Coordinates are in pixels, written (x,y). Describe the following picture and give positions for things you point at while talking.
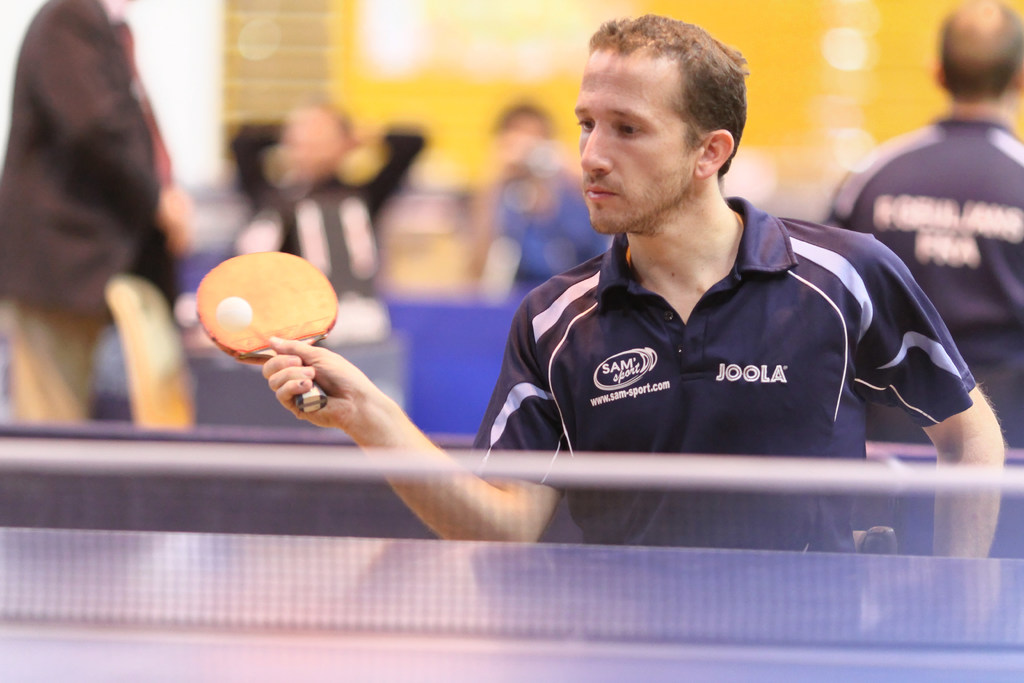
In this image a man (718,303) wearing blue t-shirt (656,359) is playing table tennis. He is holding a bat (264,337). Behind him there are many other persons (101,202).
